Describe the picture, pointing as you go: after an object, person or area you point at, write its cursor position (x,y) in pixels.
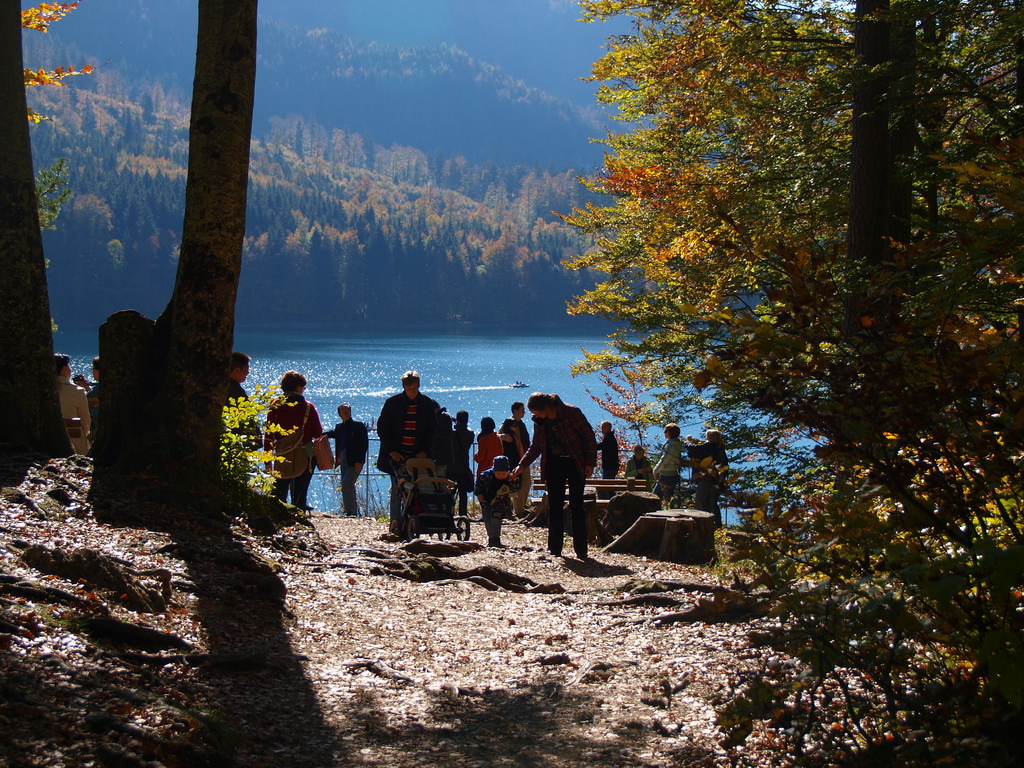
In this image I can see the ground (372,612), few leaves (380,602) on the ground (142,552) and few trees (862,343) which are yellow, orange and green in color. I can see few persons (559,422) standing, a person (421,432) is holding a stroller (432,478), few tree trunks (617,507), a bench (601,501) and the water (474,392). I can see a boat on the surface of the water (485,371) and in the background (354,196) I can see few mountains (346,189) and few trees (356,58) on the mountains (383,58).
